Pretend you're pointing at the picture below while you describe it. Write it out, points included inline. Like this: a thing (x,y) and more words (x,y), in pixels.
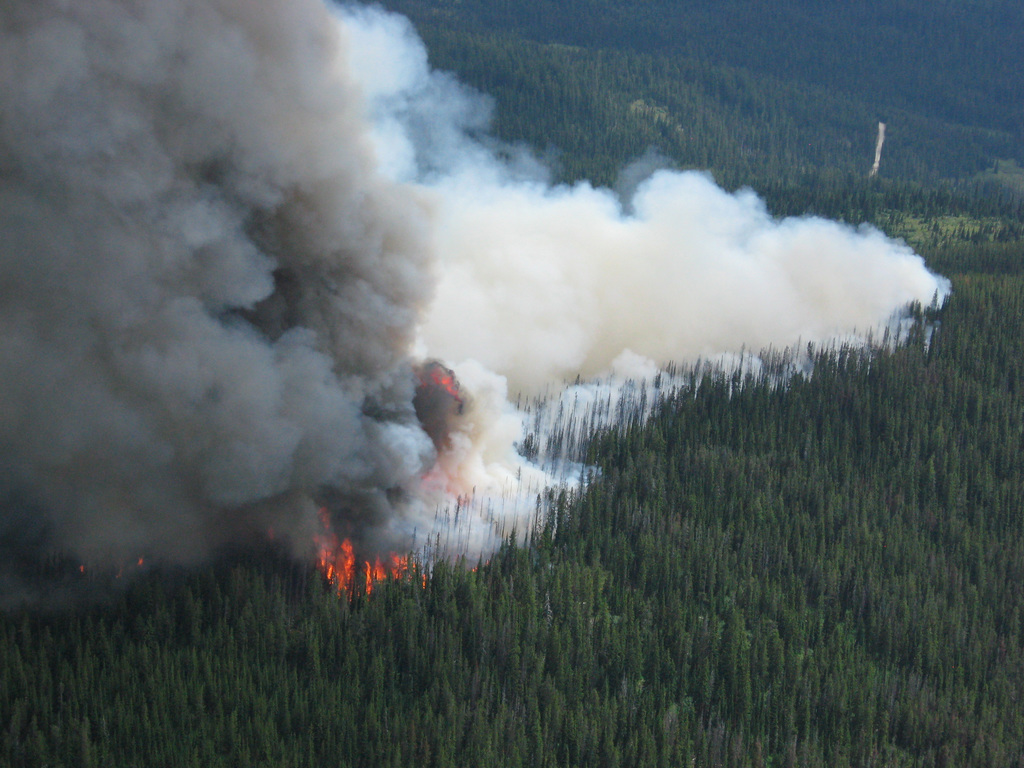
In this picture I can see trees (358,617) and few trees (457,522) caught fire (392,557) and I can see smoke (614,260).
